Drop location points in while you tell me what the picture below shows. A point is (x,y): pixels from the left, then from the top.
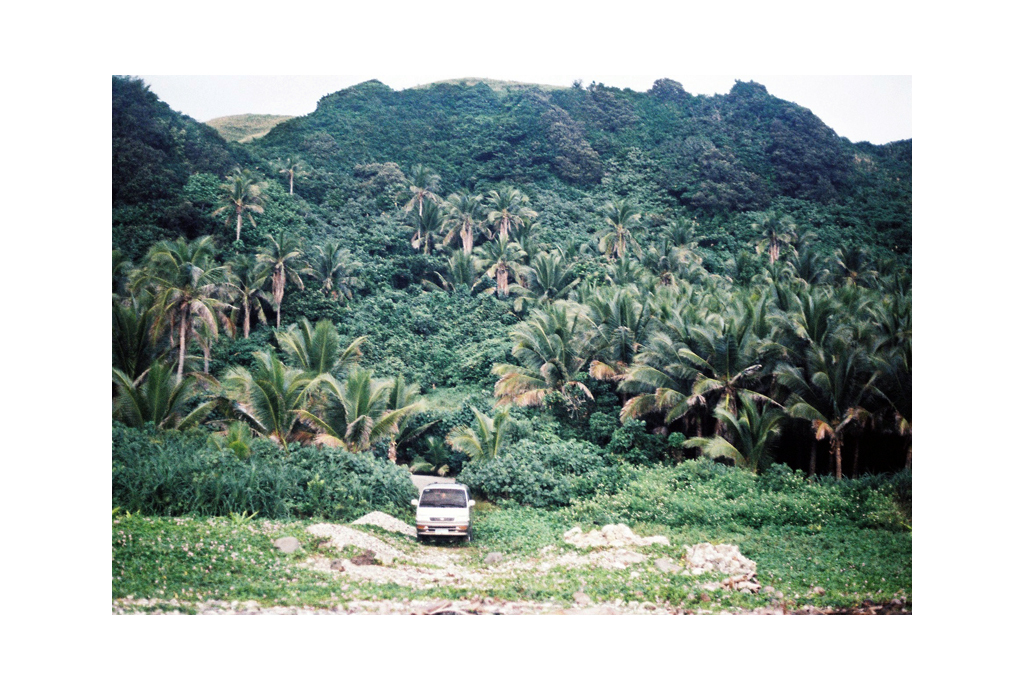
In the foreground of this picture (460,511), there is a van (462,516) moving on the path (462,563) and in the background (449,362), there are trees (306,337), mountains (344,122), and the sky (289,94).
